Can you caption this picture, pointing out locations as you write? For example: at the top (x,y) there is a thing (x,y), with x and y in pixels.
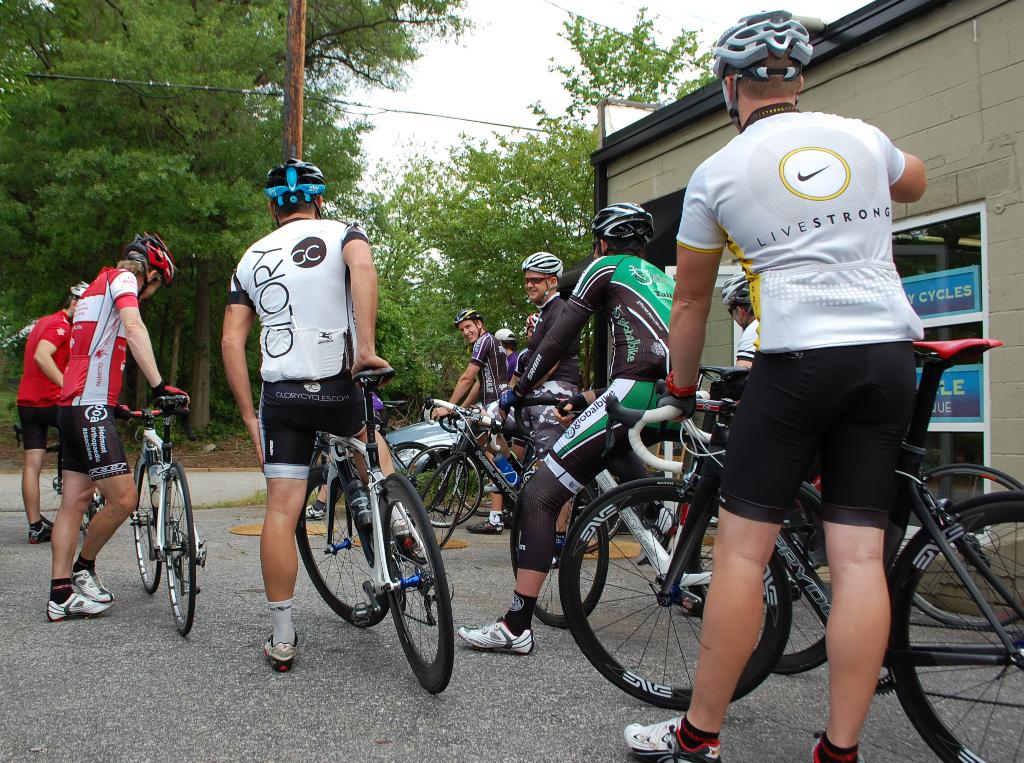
In this image there are few people (331,410) sitting on the bicycle (404,469). At the back side (943,140) there is a building (973,97) and a trees (253,161).
